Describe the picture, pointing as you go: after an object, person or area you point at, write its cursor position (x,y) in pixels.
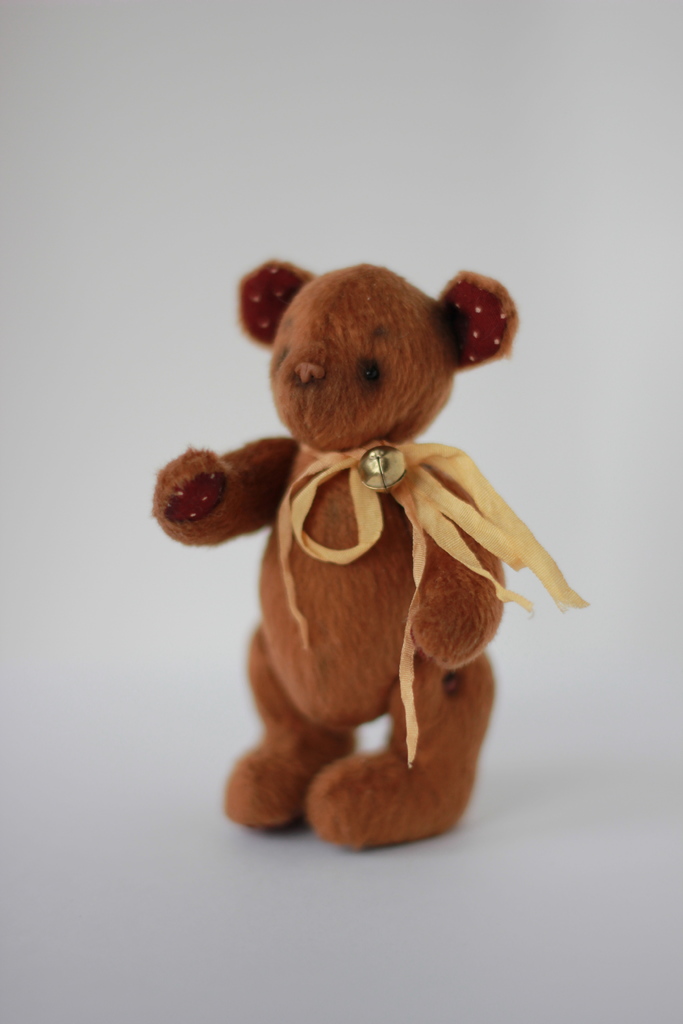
Here we can see a brown teddy (404,510). Background (672,580) it is in white color.
